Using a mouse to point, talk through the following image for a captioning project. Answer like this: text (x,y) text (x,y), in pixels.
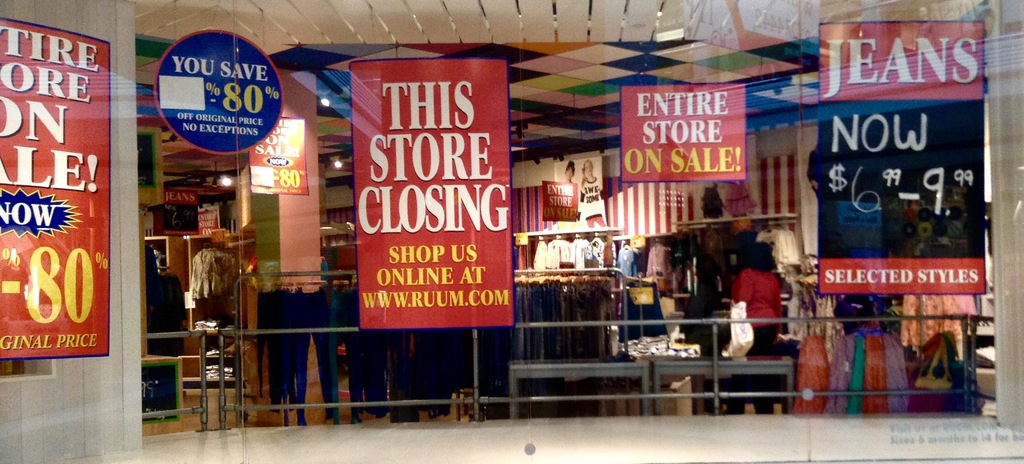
In this picture we can see few people (706,308), hoardings (545,199) and metal rods (544,395), and also we can find clothes (413,359) and lights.
